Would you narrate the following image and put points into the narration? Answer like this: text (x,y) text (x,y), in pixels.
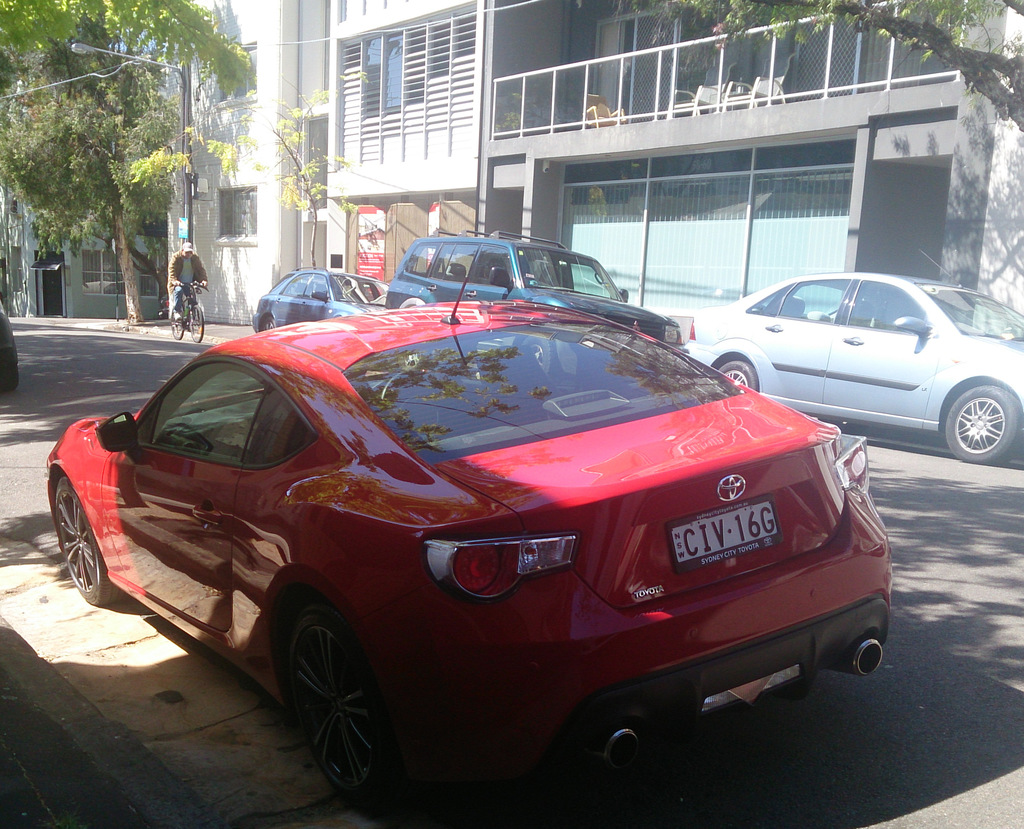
In the center of the image (465,434) we can see car (455,698) on the road (940,712). In the background (82,222) we can see cars (915,396), doors (639,76), windows (371,102), person (181,292), cycle (192,306), trees (92,182), street light (182,88) and building (314,107).
